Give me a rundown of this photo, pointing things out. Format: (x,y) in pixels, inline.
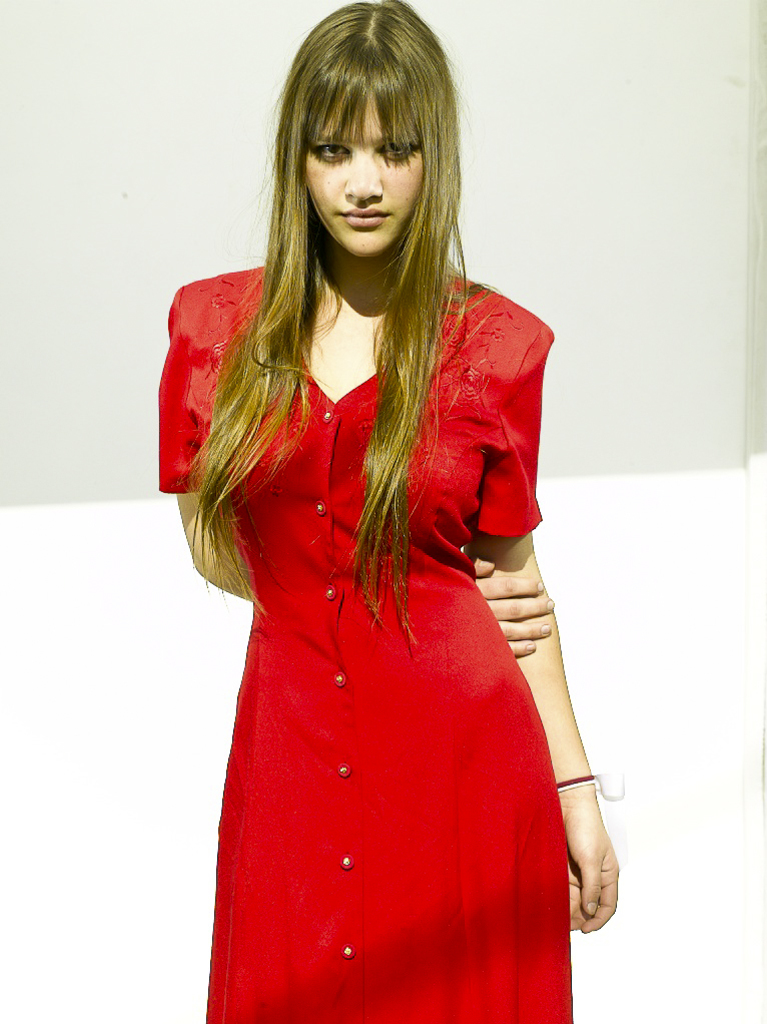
In the image we can see a woman (368,687) standing and wearing red color dress (367,621). This is a hand band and the background (683,598) is white and pale gray in color.
